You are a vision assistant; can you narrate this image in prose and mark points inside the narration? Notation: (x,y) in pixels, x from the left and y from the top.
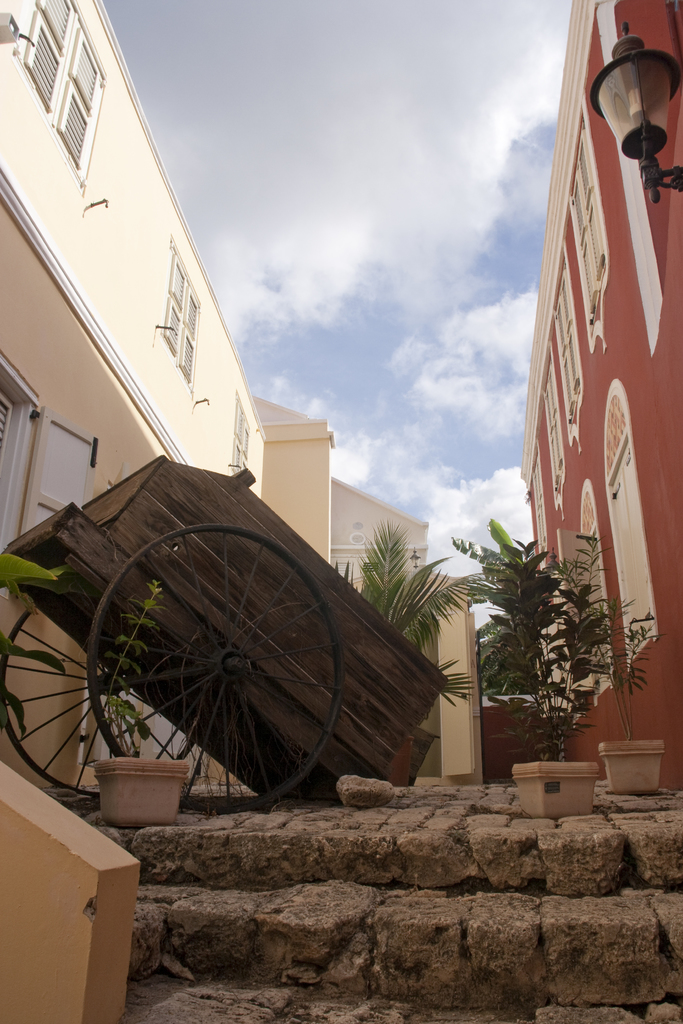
In this image we can see a cart (428,672) on the ground (488,805). We can also see some plants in the pots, buildings (651,387) with windows (630,432), a street lamp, the staircase (424,835) and the sky (468,566) which looks cloudy.
